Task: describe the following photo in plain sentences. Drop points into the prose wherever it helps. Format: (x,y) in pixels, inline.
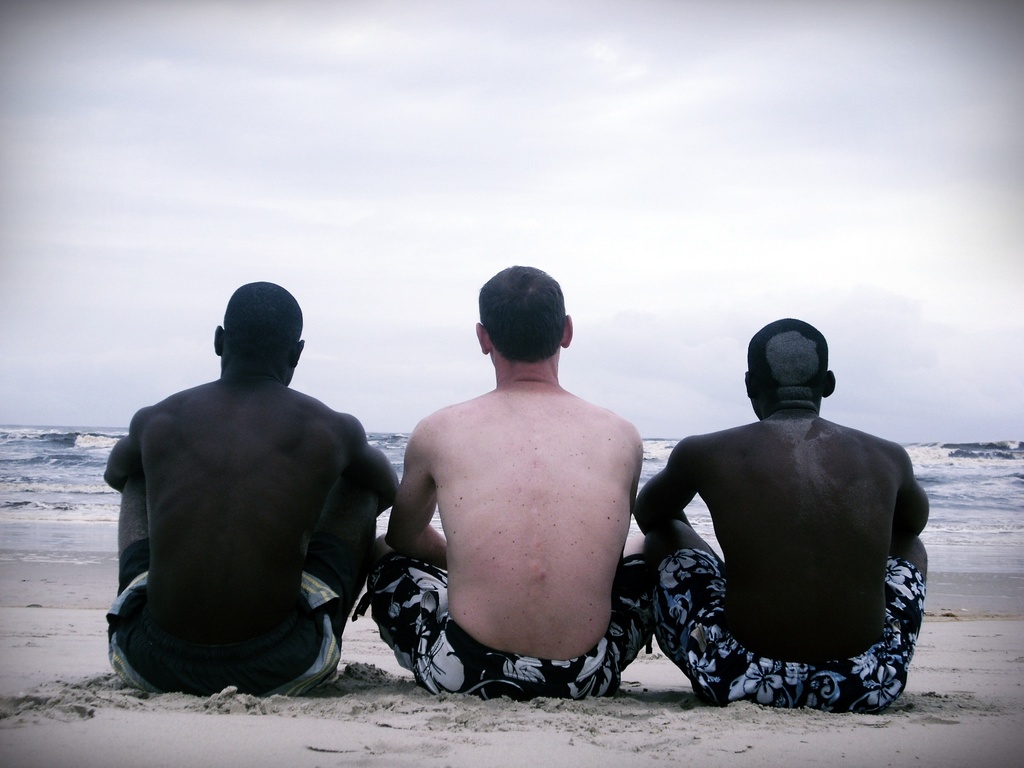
In this picture I can see there are three people (368,532) sitting on the sand (351,690) and there is an ocean (69,469) in the backdrop (61,488), the sky (634,114) is cloudy.
